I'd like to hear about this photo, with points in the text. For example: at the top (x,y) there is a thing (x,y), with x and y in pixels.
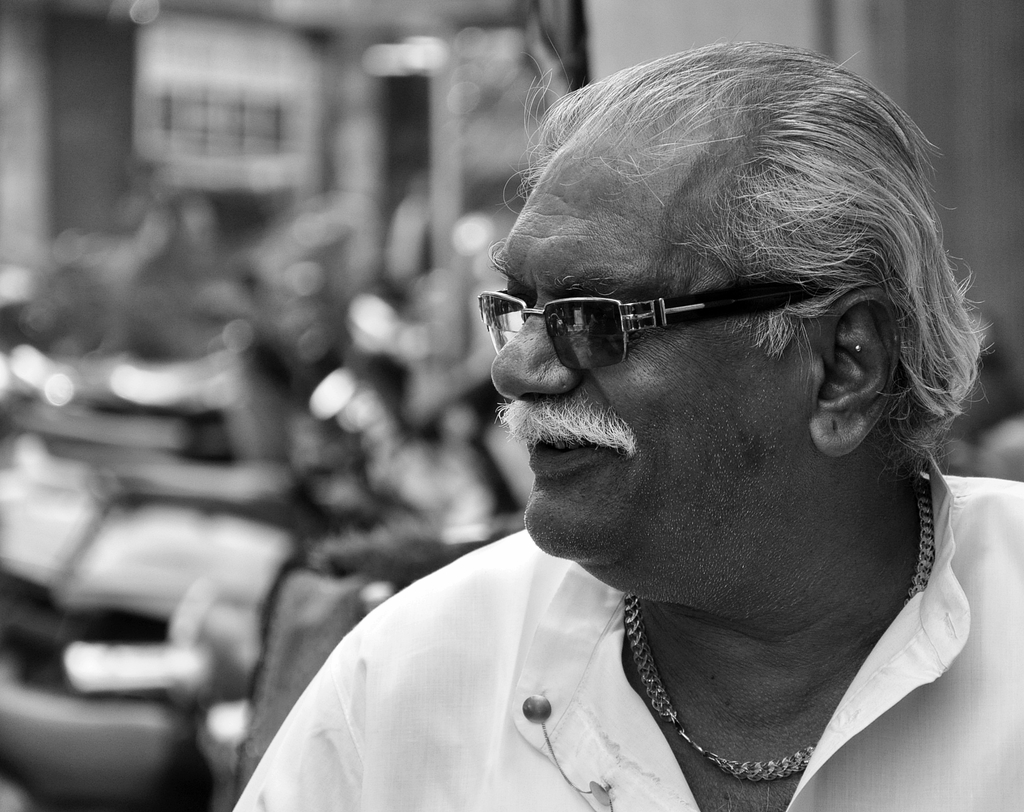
In this image we can see a black and white picture of a person (561,676) wearing white shirt (813,762) and spectacles (592,320).
